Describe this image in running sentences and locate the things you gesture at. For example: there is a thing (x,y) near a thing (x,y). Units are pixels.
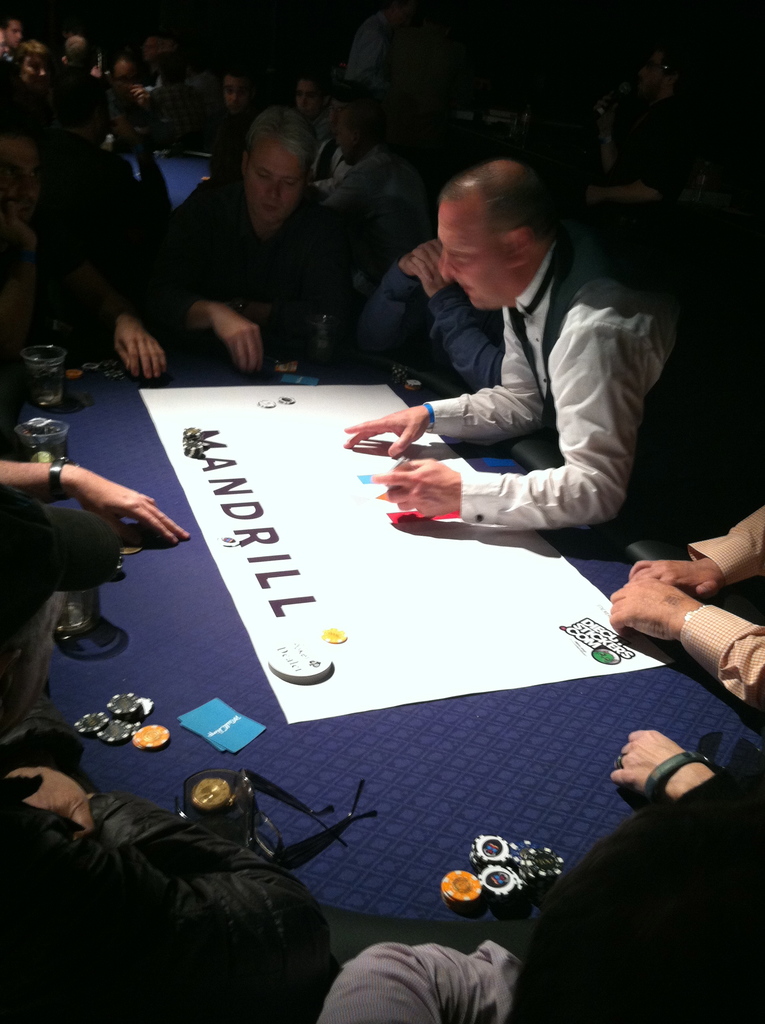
In this image we can see people (571,294) sitting. In the center (394,586) there is a table (239,663) and we can see a paper (287,701), coins (493,855), glasses (55,431), specs (286,796) and a card (246,735) placed on the table (398,718).
